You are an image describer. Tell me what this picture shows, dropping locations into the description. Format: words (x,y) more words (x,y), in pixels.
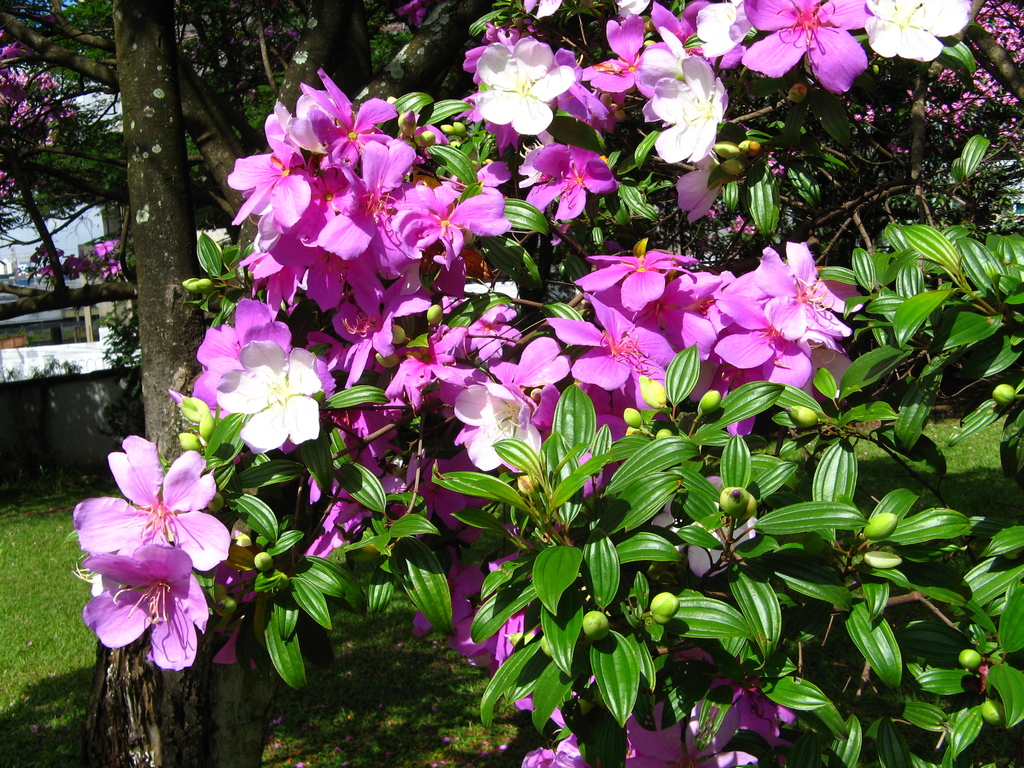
In this image, we can see some plants (711,296), flowers (333,178), trees (182,305). We can see the ground (29,616) with some grass (404,695). We can also see the sky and some objects (100,336) on the left (79,340).
